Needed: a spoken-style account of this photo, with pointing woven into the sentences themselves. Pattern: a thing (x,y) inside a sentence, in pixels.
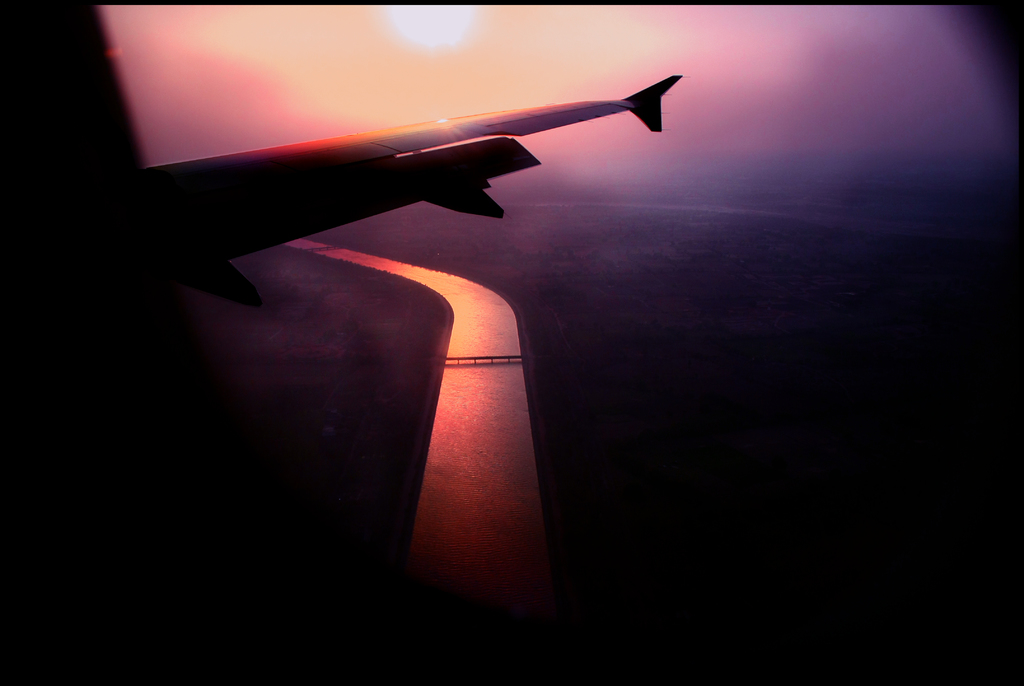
In this image we can see wing (206,224) of a flight (352,187). At the bottom (490,463) we can see water (476,458). Across that there is a bridge (453,357). In the background (505,78) there is sky (471,51).
